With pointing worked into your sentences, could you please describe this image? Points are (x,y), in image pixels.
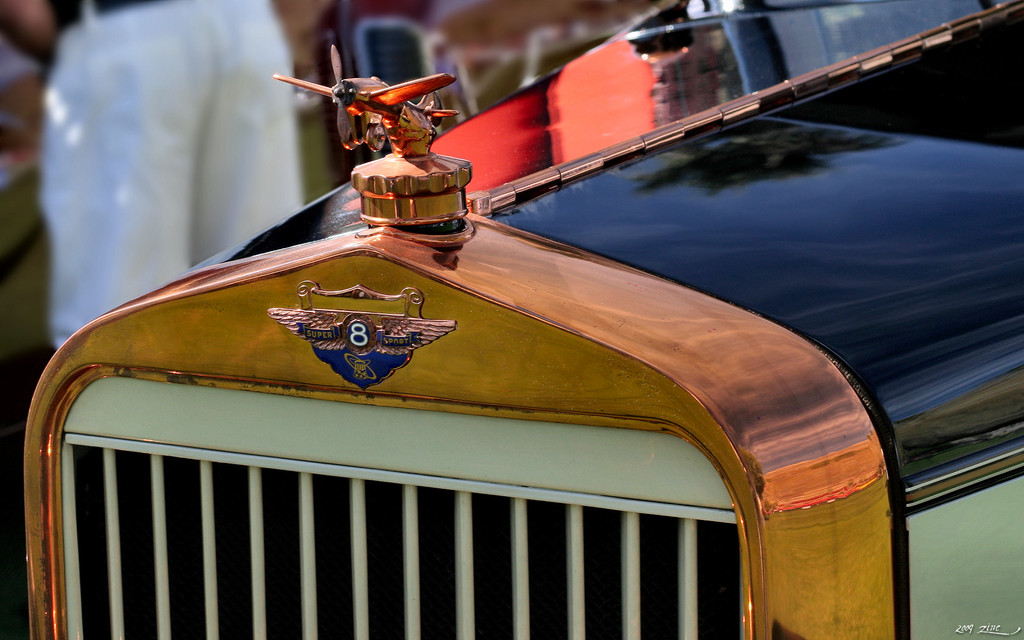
In the image there is a vehicle (735,139) and it has an icon (397,119) of a plane (370,110) in the front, the background of the vehicle (511,147) is blur.
